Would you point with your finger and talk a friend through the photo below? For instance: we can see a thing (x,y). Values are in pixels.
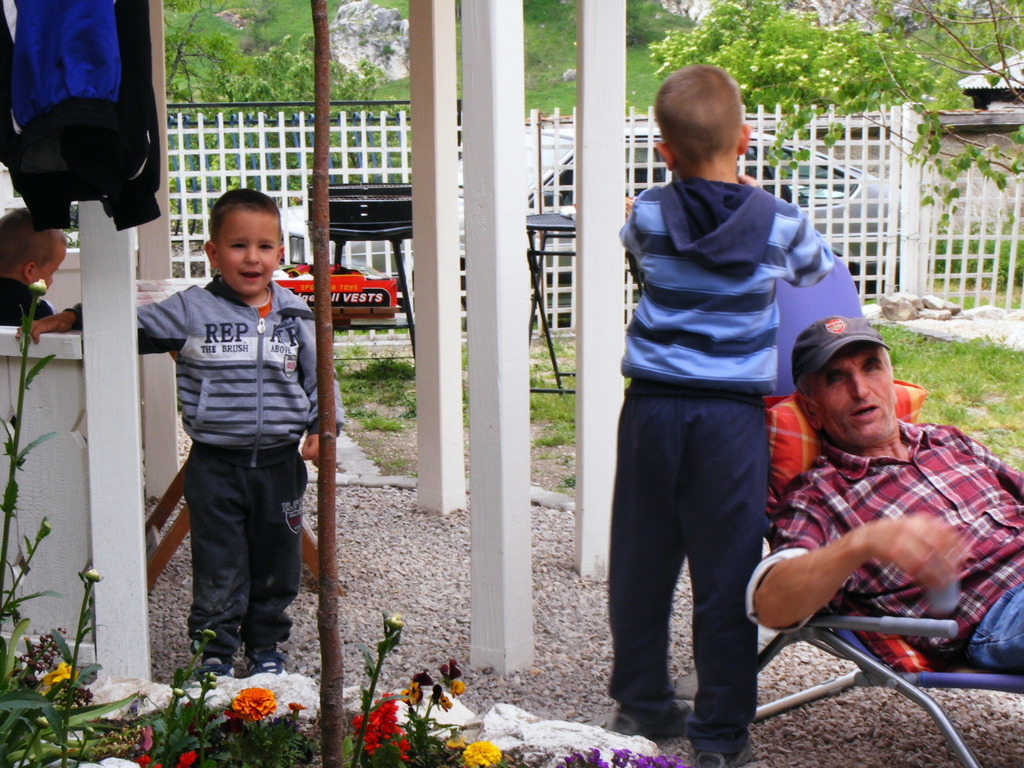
In this picture there is a man (965,528) sitting on the chair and there are three persons (692,389) standing. In the foreground (42,750) there are flowers (26,327). At the back (353,189) there are objects (385,240) and behind the railing (924,196) there is a car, building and there are trees (958,160). At the top left (96,105) there is a jacket (87,77). At the bottom (430,630) there is grass (983,430) and there are stones (420,577).
